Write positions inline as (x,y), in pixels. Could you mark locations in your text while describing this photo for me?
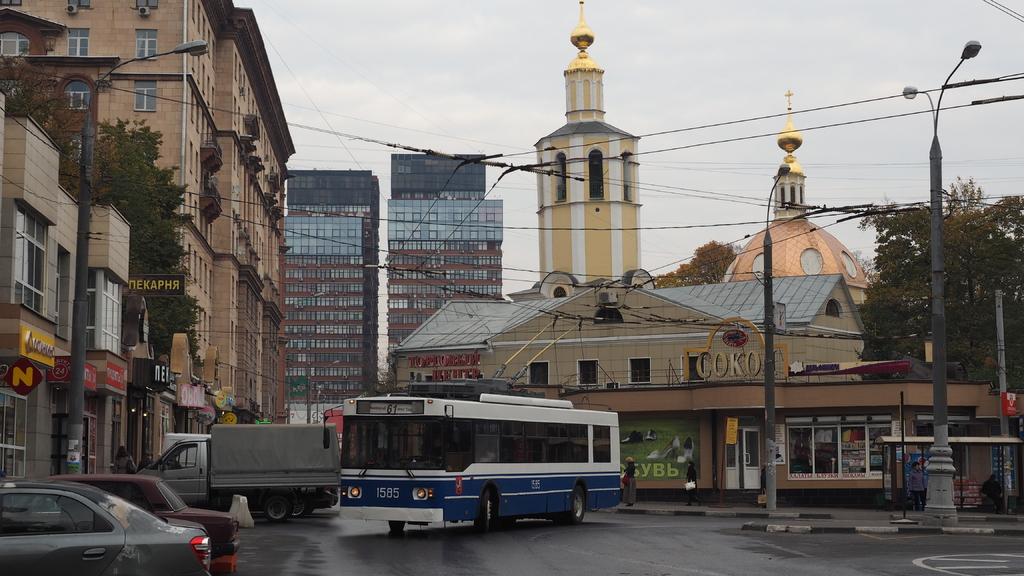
There are vehicles (380,457) on the road (699,517). Here we can see poles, trees (986,302), buildings (269,331), boards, and lights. In the background (822,134) there is sky (432,121).
